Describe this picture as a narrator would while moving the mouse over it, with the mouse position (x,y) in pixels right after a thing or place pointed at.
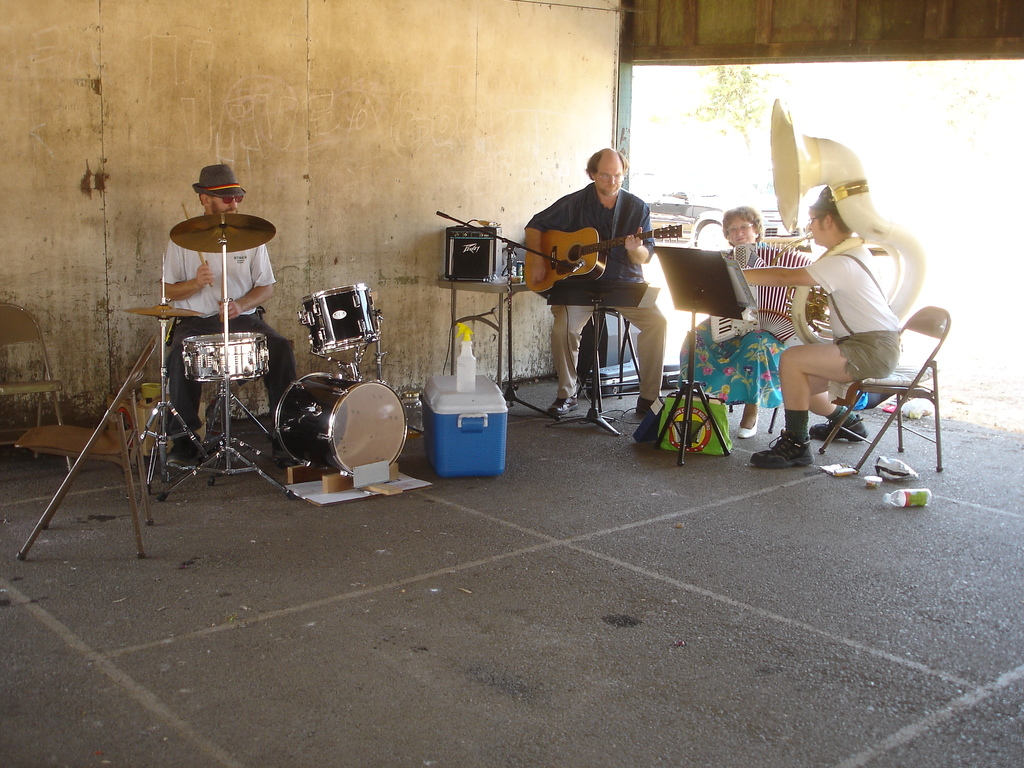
In this image four people (260,284) are playing musical instruments (528,266), the man (254,263) on the left side (248,260) is playing a drum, the man (620,211) behind him is playing guitar (592,239) we can see musical instruments (249,225) like cymbal (246,221) and drums (366,405) here and there is a cooler (483,412) over here on right side (722,353) woman (725,347) is sitting on the chair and on the right side (878,292) the man (878,292) is pointing his hand (757,283) towards something we can see bottles (900,504) on the floor (873,506).
